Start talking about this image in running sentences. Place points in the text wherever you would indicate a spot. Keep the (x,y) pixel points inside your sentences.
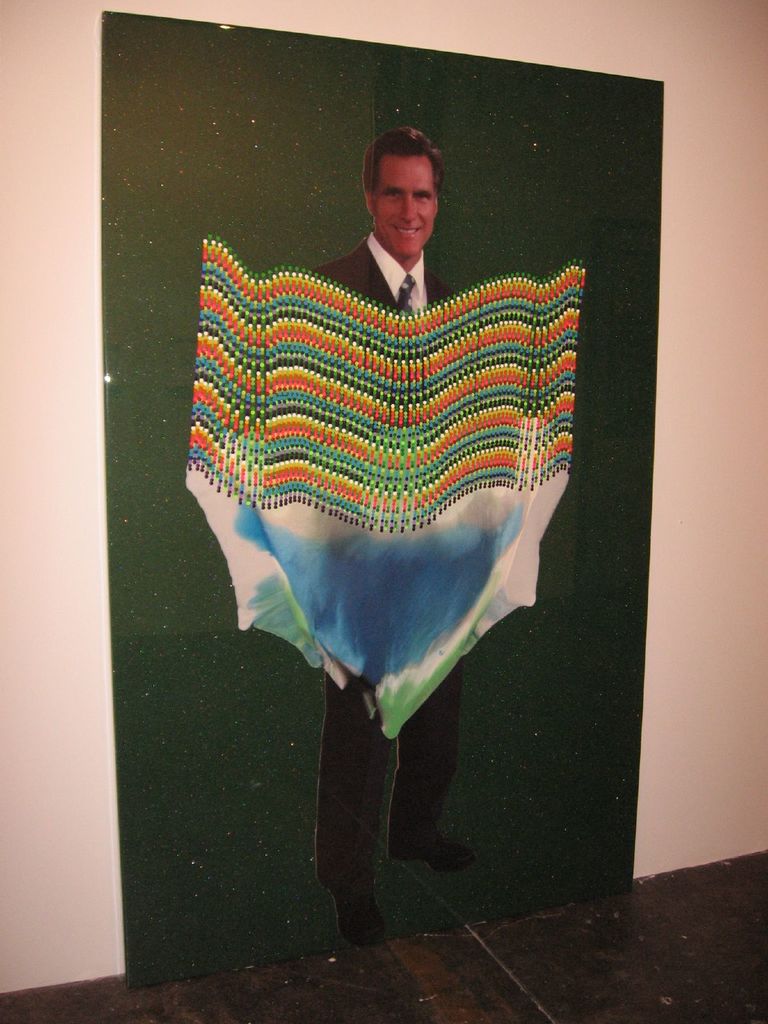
It is the painting (107,22) on the wall (485,36), in this a man's image (384,275) is edited, he wore coat (376,281), tie (404,301), shirt (382,261).
